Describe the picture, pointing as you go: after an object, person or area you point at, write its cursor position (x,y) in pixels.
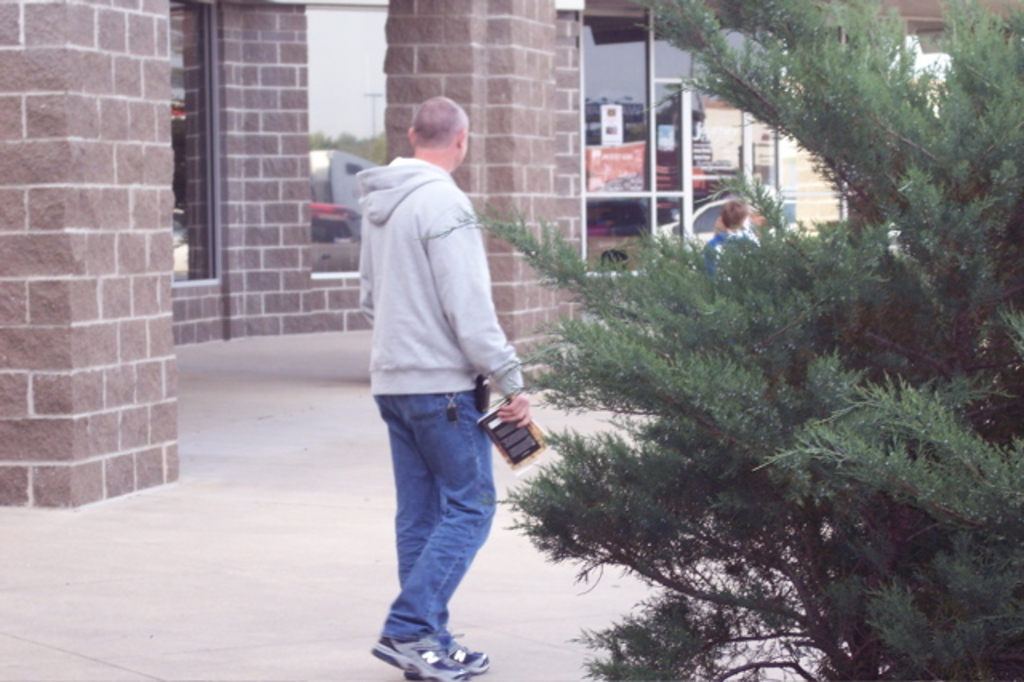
In this picture we can see few people (725,237), in the middle of the given image we can see a man (424,419), he is holding a book (519,460) in his hand (509,412), beside to him we can find a tree (891,343), in the background (704,165) we can see a building (425,52).
